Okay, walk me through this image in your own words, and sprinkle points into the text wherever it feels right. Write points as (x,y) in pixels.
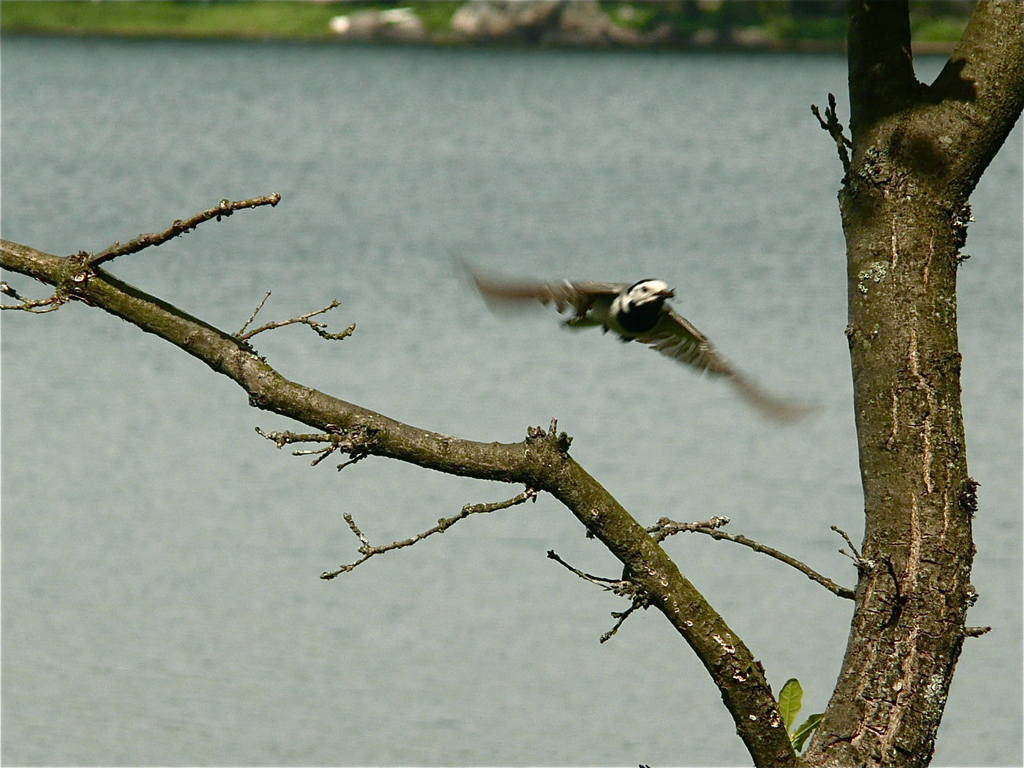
In this picture I can see a bird (638,309) in the air (610,276) and also I can see tree (650,581).
